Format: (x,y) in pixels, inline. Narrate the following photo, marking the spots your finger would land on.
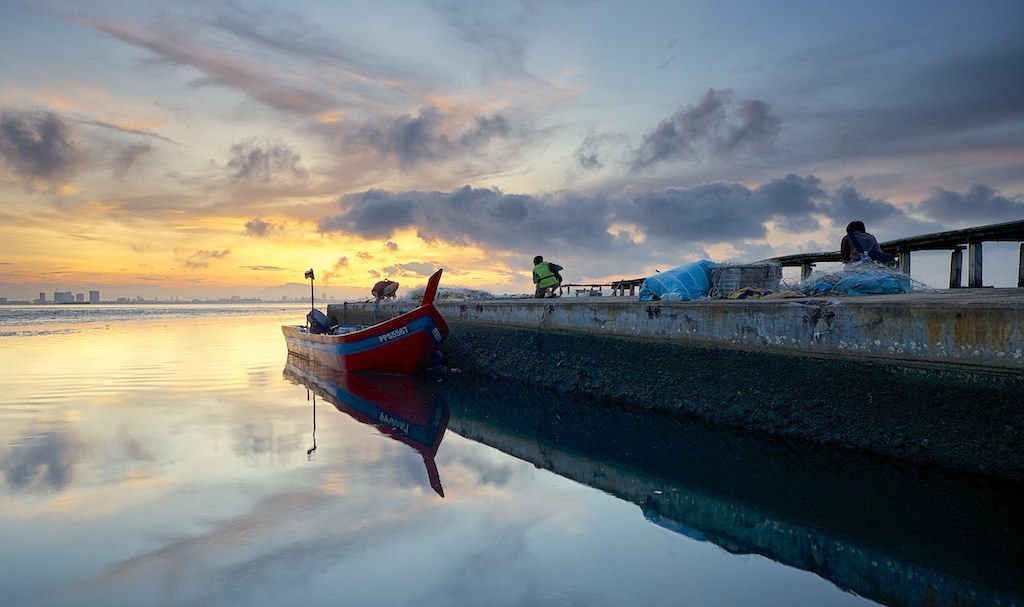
In this image there is water (316,368) and we can see a boat (305,356) on the water (359,480). On the right (896,427) there is a wall (860,362) and we can see people (546,282). In the background (967,260) there is a bridge (981,234), buildings (92,290) and sky (540,122).
